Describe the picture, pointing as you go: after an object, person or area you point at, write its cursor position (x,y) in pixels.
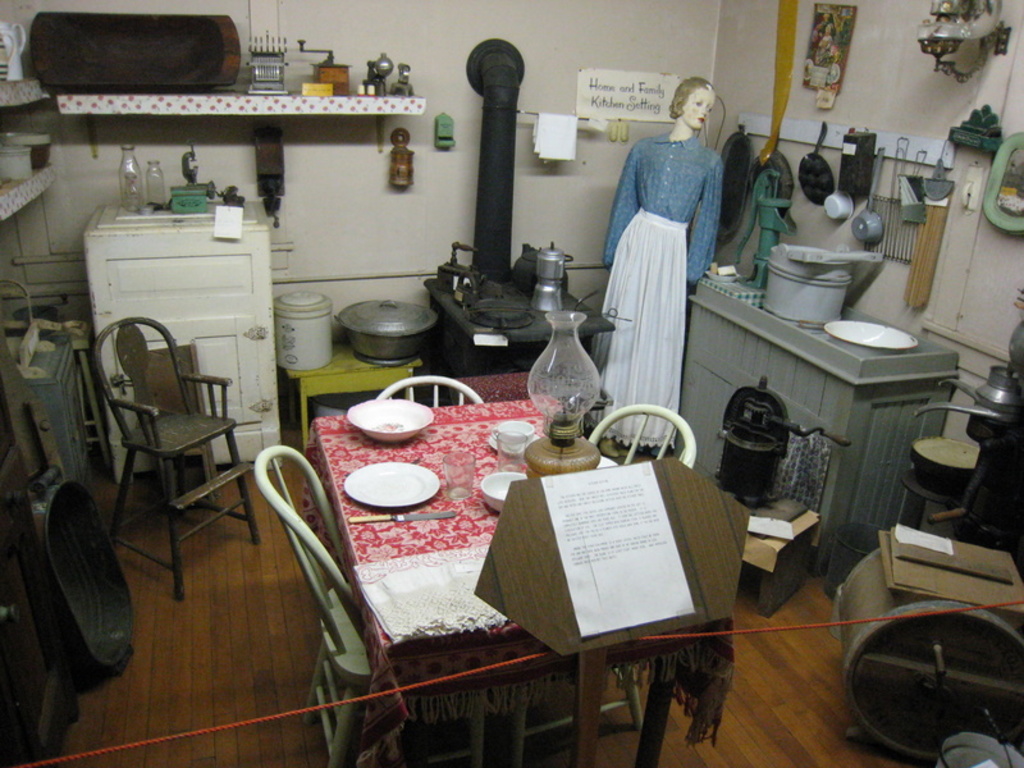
In this image, I can see a table (402,543) covered with a cloth (397,460), plate (402,480), bowls (398,420), glass (453,491), knife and few other objects (435,586). I can see the chairs (400,397). There are cupboards (217,308), bottles (125,181), jar (297,319), hand pump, utensils (876,229) and few other objects (761,573). I can see pans (845,211) hanging to a hanger (824,137) and the posters (818,69) attached to the wall (596,52). There is a mannequin (651,242) with clothes (648,262). I can see a rack (230,93) with few objects (111,45).
